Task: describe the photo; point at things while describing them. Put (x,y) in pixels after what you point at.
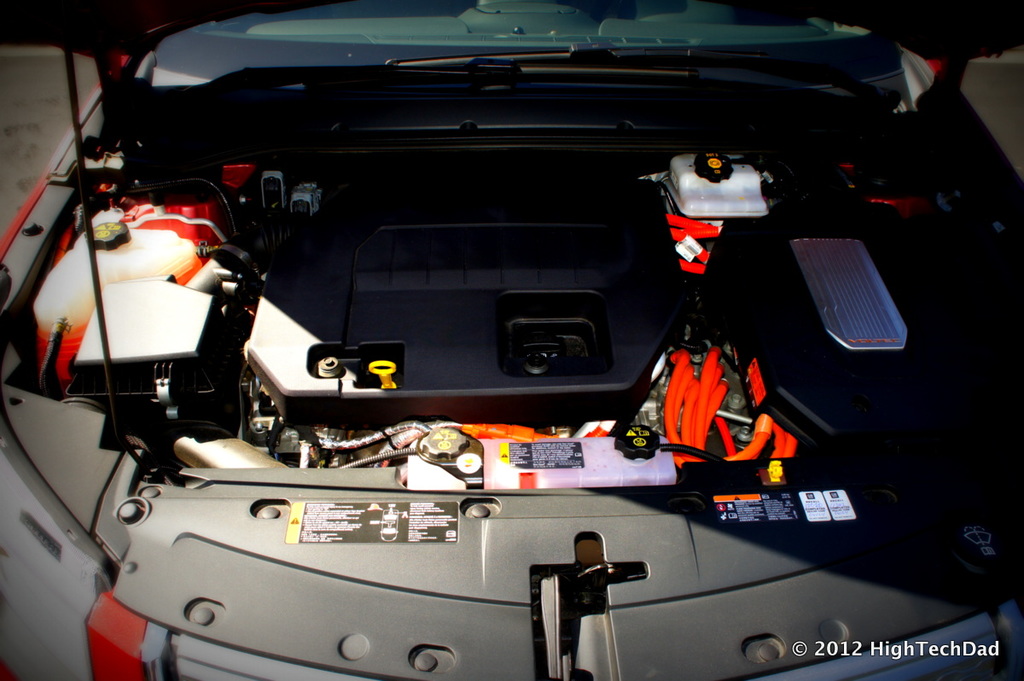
In this picture I can observe an engine (469,268) of a vehicle (178,269). I can observe red color wires (710,409). There is a watermark (899,648) on the right bottom side (890,651). This engine (785,374) is in black color.
